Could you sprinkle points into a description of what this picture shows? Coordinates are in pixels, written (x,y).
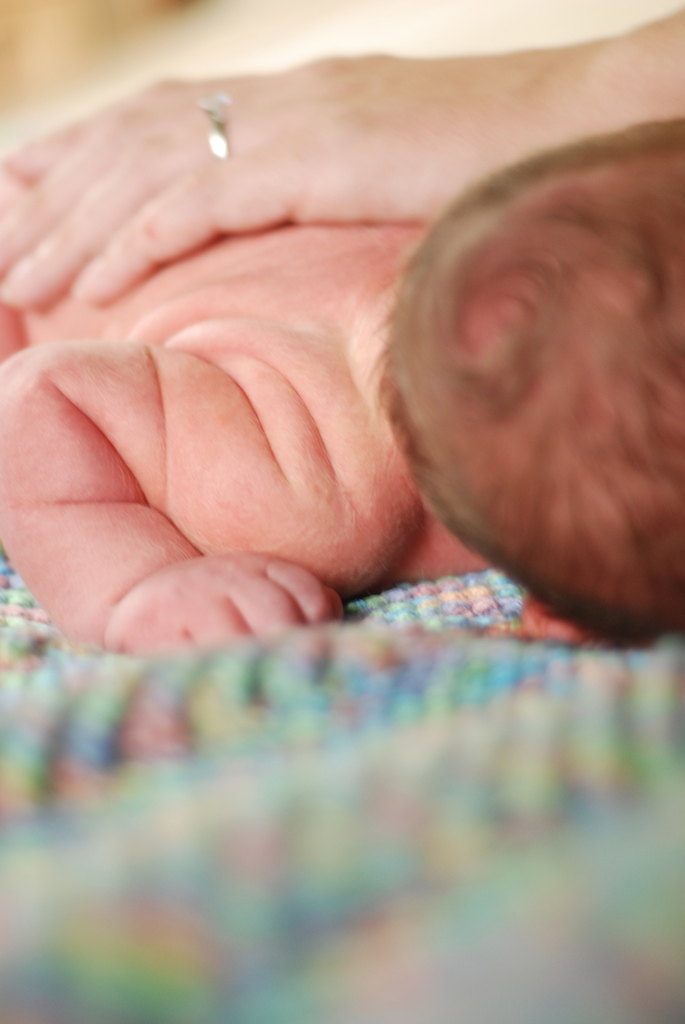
In this image there is a kid (333,451) sleeping on the mat (358,790). Above the kid (265,250) there is a hand (293,111) which has ring (213,145) to the finger (144,172).
